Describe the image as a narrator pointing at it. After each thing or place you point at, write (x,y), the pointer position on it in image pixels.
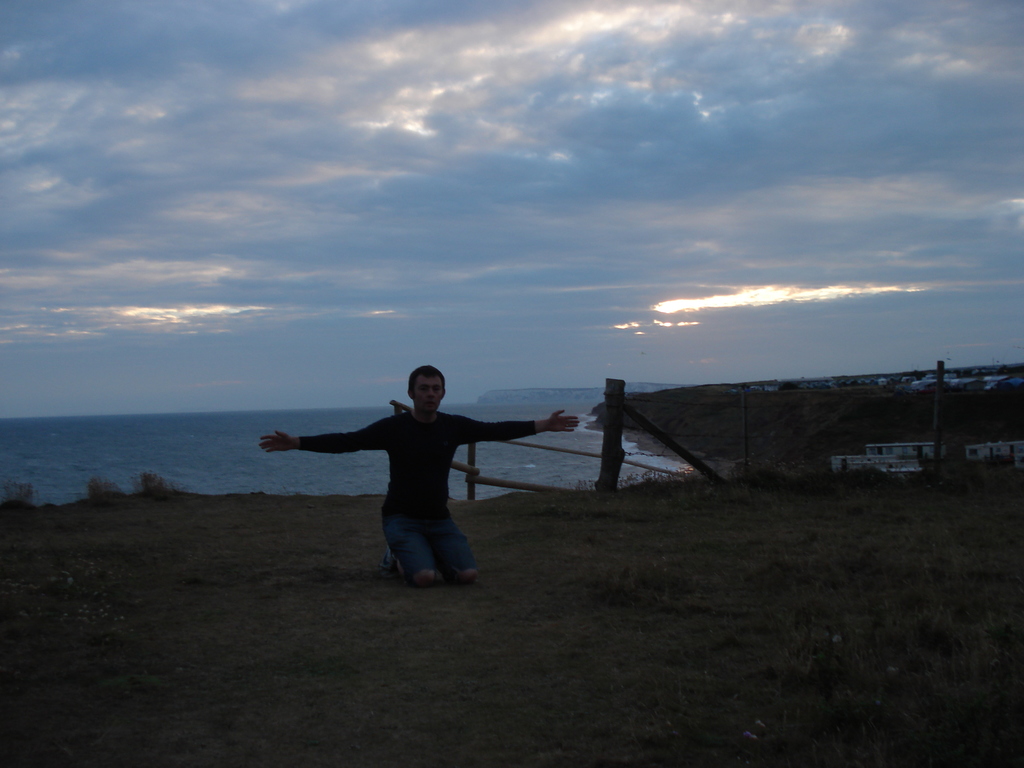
In this image I can see the person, background (280,453) I can see few houses (981,453), trees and I can also see the water (202,424) and the sky (206,257) is in blue and white color.
